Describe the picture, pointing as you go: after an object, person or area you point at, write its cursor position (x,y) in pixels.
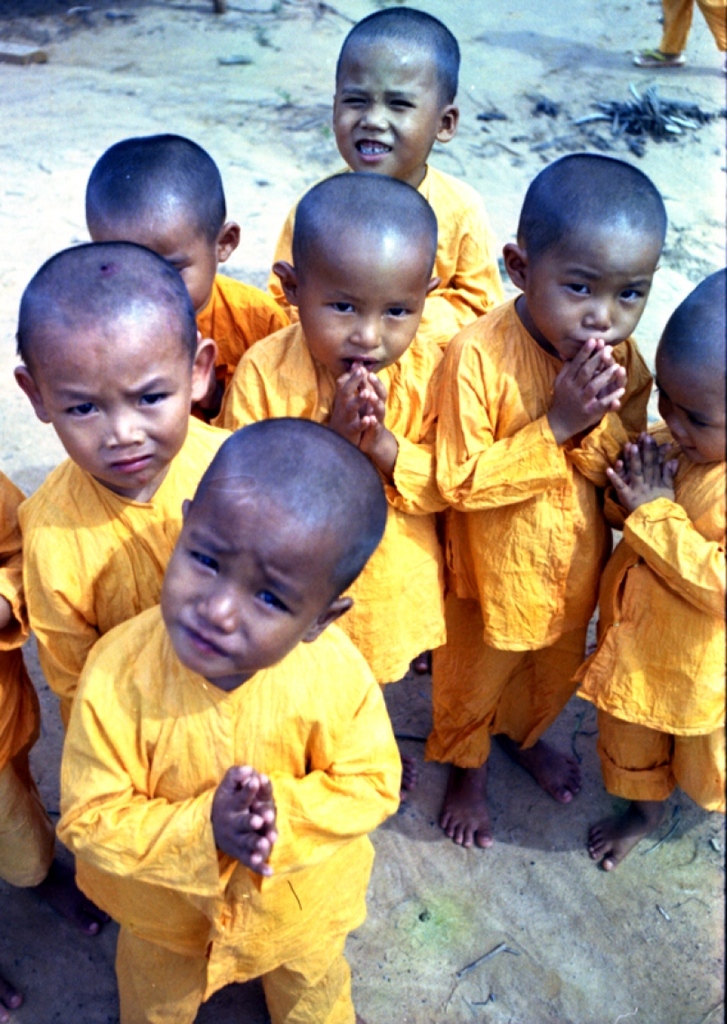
In this image we can see a group of kids (358,552) standing on the ground (486,892).
